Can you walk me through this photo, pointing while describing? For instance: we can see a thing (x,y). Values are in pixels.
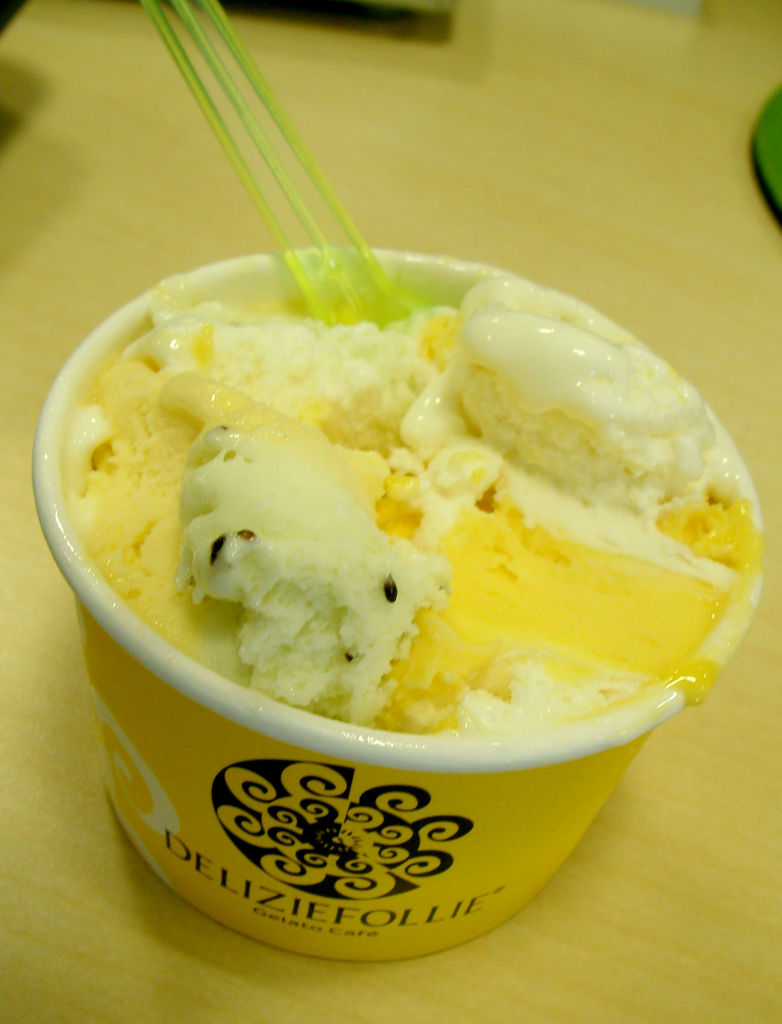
In this image we can see an ice cream (395,545), spoons (343,217) in a cup (424,937) and objects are on a platform (39,721).
